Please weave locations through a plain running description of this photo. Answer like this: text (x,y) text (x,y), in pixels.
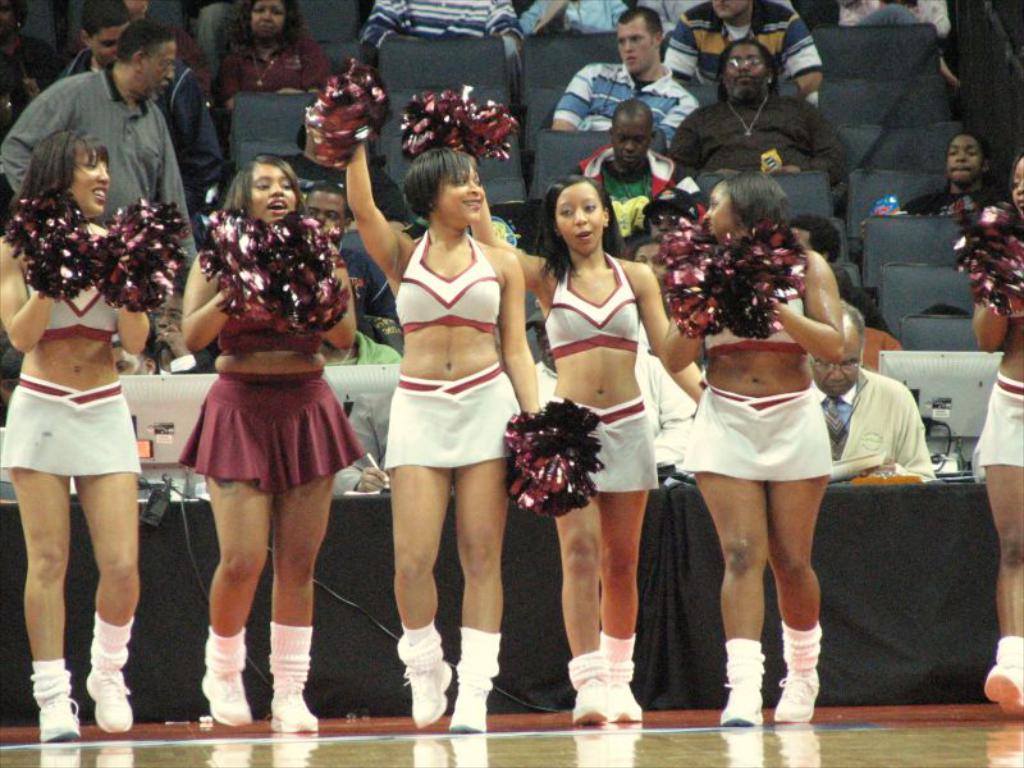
In this picture I can observe some women (12,280) standing on the floor (428,753). They are wearing white and maroon color dresses (261,398). In the background (181,100) there are some people (493,30) sitting in the chairs (588,48).
